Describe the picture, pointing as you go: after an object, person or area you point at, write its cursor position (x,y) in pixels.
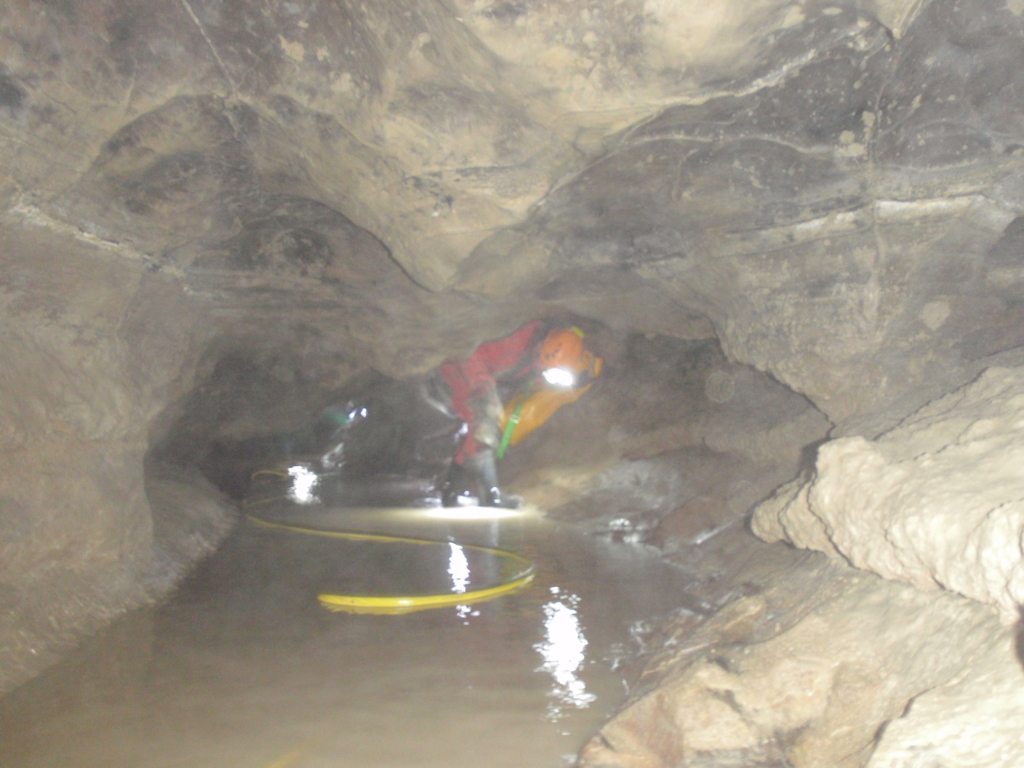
This is an underground image, in this image at the top (396,195) there are rocks (954,365) and in the center (483,434) there are some people (519,399) who are wearing helmets (549,364) and there is a pipe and some water (423,588).
